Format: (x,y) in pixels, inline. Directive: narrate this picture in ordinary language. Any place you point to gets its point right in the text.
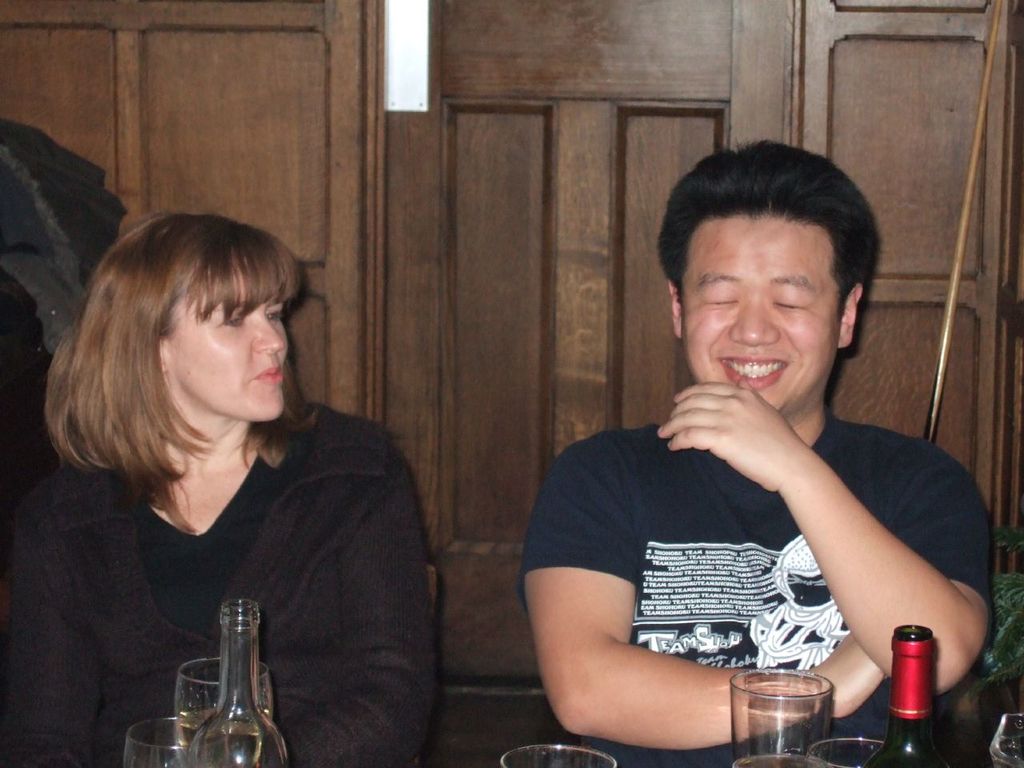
There is the man (658,595) and woman (300,569) sitting on the chairs (437,592). I can see two bottles (236,701) and glasses (215,682). At the background (512,464) that looks like a wooden wall (252,144). I can see stick (948,336) placed at the corner.
